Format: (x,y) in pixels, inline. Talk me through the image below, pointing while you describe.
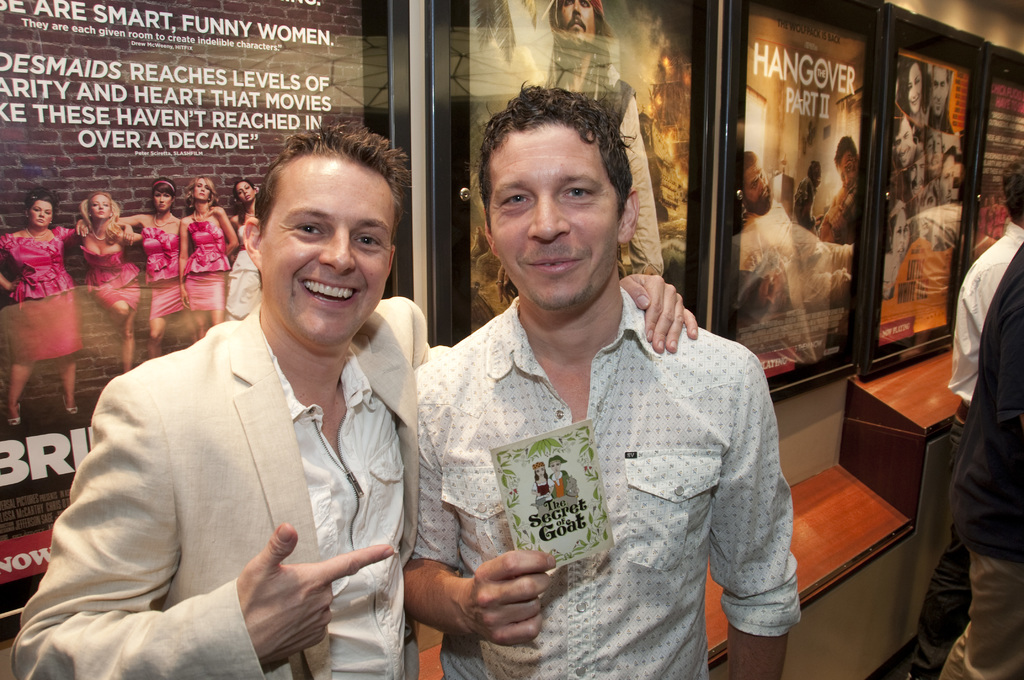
In this image there are two people (459,374) standing with a smile on their face (340,296), one of them is holding a card (535,488) in his hand (521,564) with some text (563,522) on it, behind them there are a few frames (692,84) hanging on the wall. On the right side of the image (1018,577) there are two people (968,545) standing.
